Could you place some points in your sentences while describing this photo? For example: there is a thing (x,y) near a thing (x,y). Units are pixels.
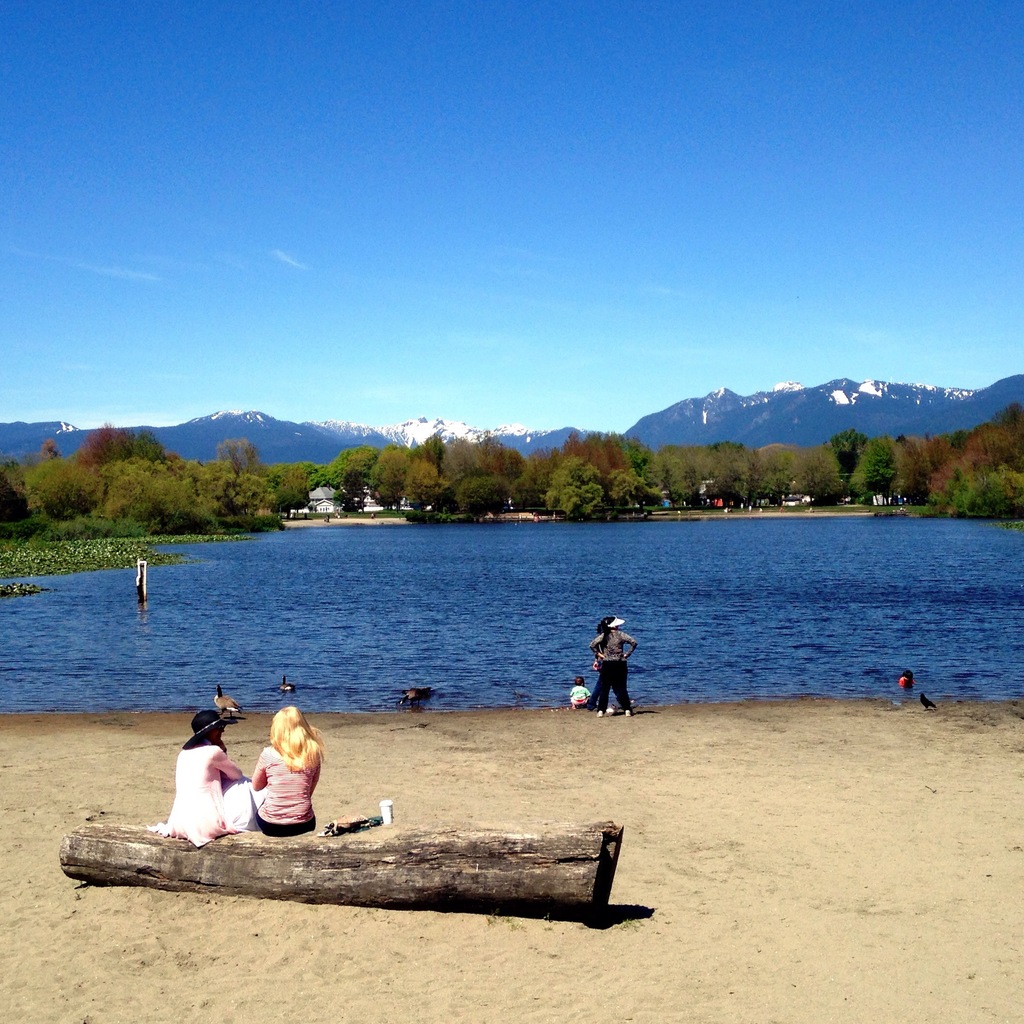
In this image we can see a group of women (290,794) sitting on a wood log (261,850). A woman (218,826) is wearing a black hat (214,723). In the background (168,497), we can see a group of trees (447,471), mountains (741,419), buildings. A woman (609,671) and a kid (584,687) are standing near a lake (242,681) and some ducks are present in the water (541,607) and the sky (665,271).
